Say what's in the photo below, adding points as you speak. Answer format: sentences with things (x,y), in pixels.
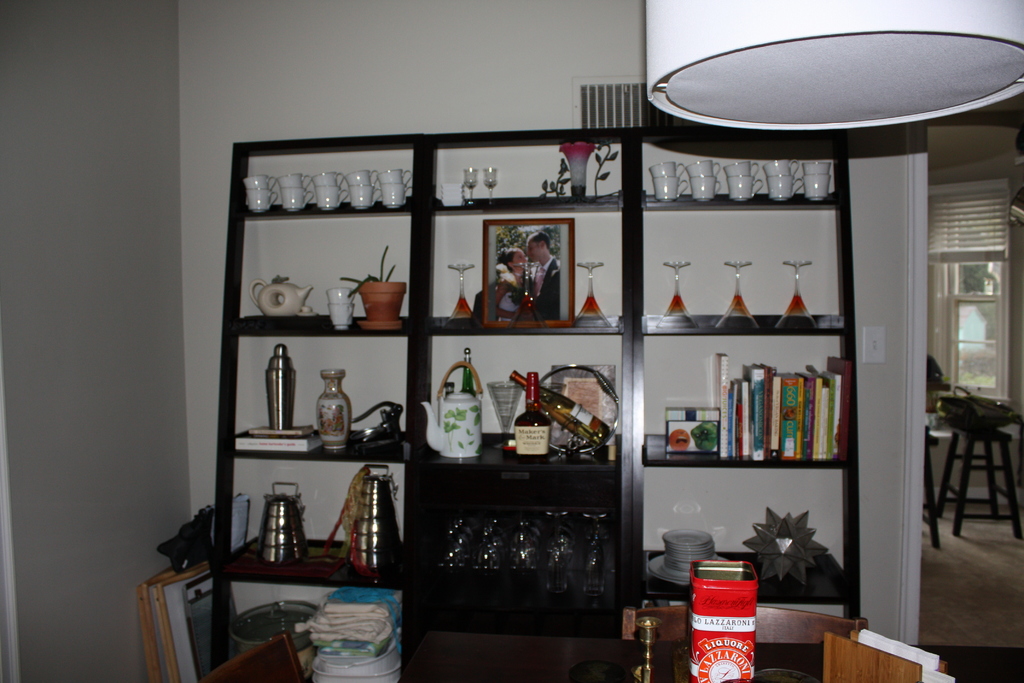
In this picture I can see the objects (534,384) on the racks (424,236). I can see sitting chairs (643,608) and tables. I can see the glass window (954,305) on the right side (965,298).
